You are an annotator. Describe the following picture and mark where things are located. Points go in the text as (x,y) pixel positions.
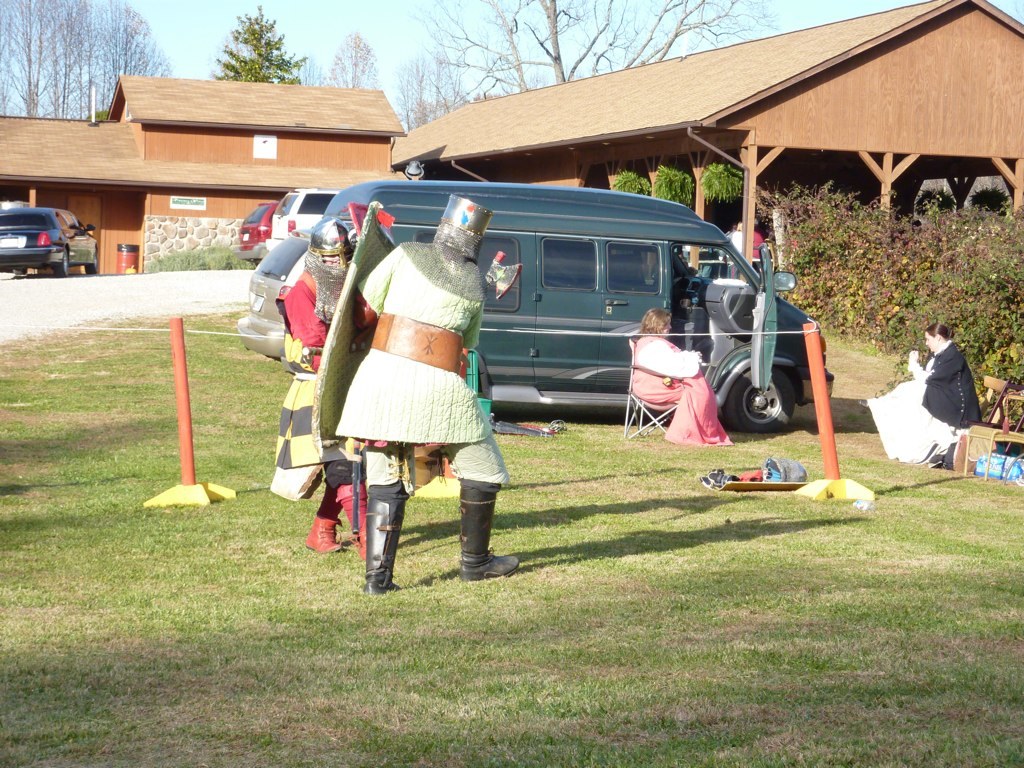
In this image there is the sky (422,16), there are trees (489,47), there is house (181,159), there is a vehicle (74,227) truncated towards the left of the image (57,247), there are plants (182,254), there are vehicles (550,262), there is grass (777,504), there are objects (766,482) on the grass (707,489), there is a chair (996,429) truncated towards the right of the image (1005,388), there are two persons (654,379) sitting on the chair (641,406), there are two person (375,416) standing and holding an objects (357,513), there are stands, there is a rope (167,329) truncated towards the left of the image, there are plants (960,256) truncated towards the right of the image (950,229).
